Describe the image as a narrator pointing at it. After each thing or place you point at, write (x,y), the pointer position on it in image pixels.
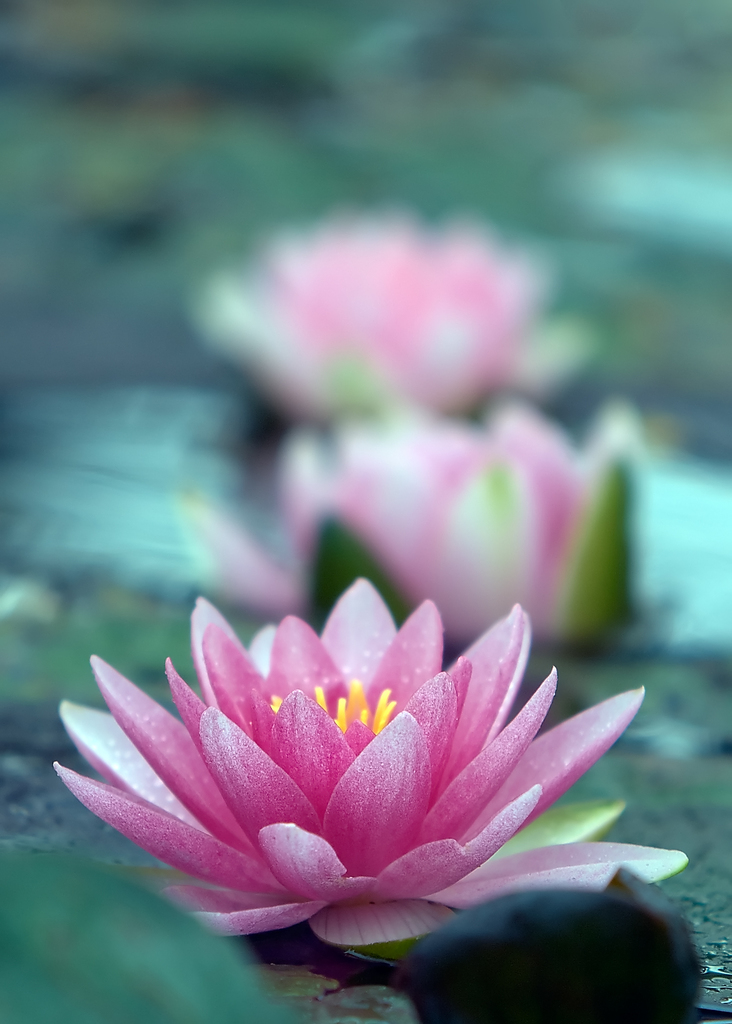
In the center of the image (400,634) there are flowers (356,608).
